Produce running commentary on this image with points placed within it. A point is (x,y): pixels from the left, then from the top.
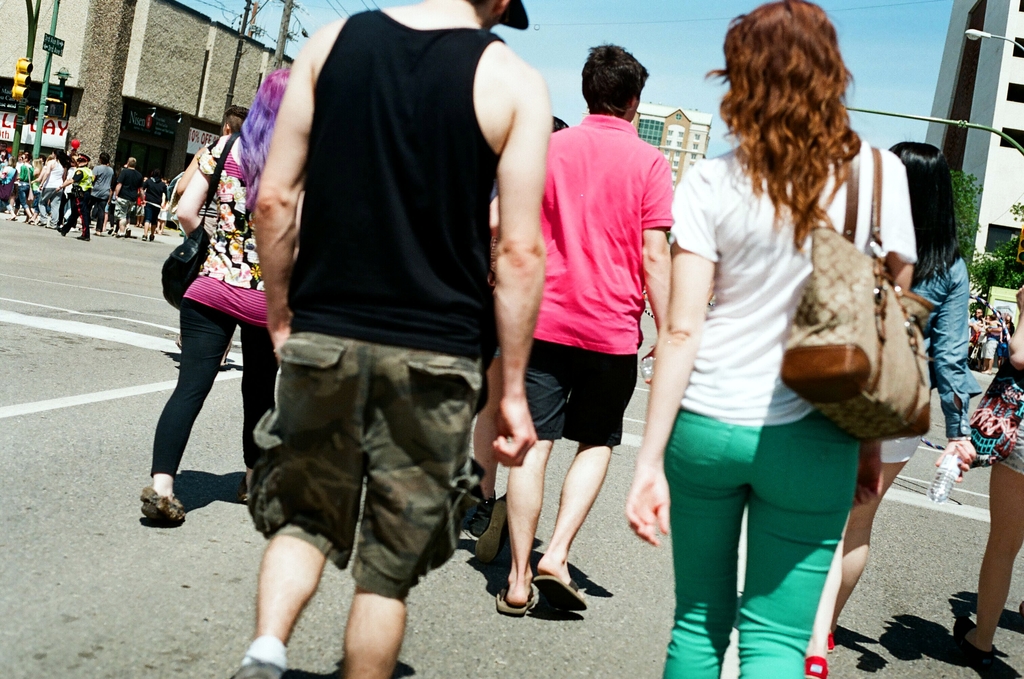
In this image I can see the group of people (1020,506) with different color dresses (353,322). I can see few people (747,381) are with the bags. These people (272,389) are on the road (91,246). To the side of the road (130,262) I can see many poles (21,111) and the boards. I can also see the trees (1022,280) and the buildings (158,70) with windows (640,125). In the background (680,121) I can see few more buildings (657,141) and the sky (578,111).
